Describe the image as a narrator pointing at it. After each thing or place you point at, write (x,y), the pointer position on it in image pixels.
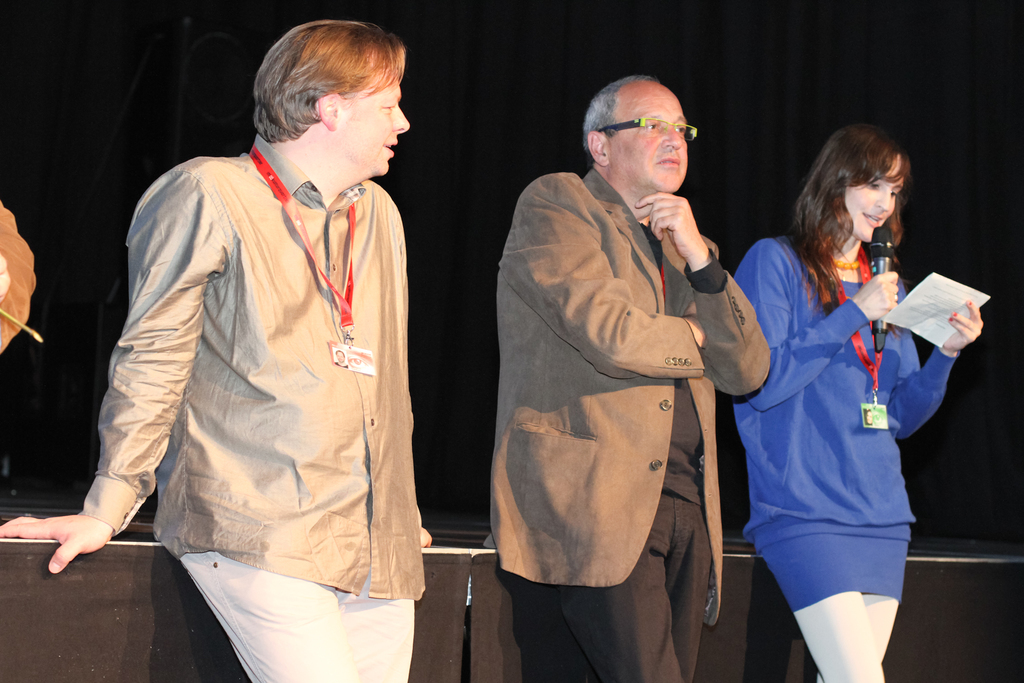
In this image I can see in the middle (595,387) two men (513,370) are standing, they are wearing shirts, trousers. On the right side (820,297) a woman (865,407) is speaking in the microphone (887,308), she is wearing a blue color dress (845,476).
